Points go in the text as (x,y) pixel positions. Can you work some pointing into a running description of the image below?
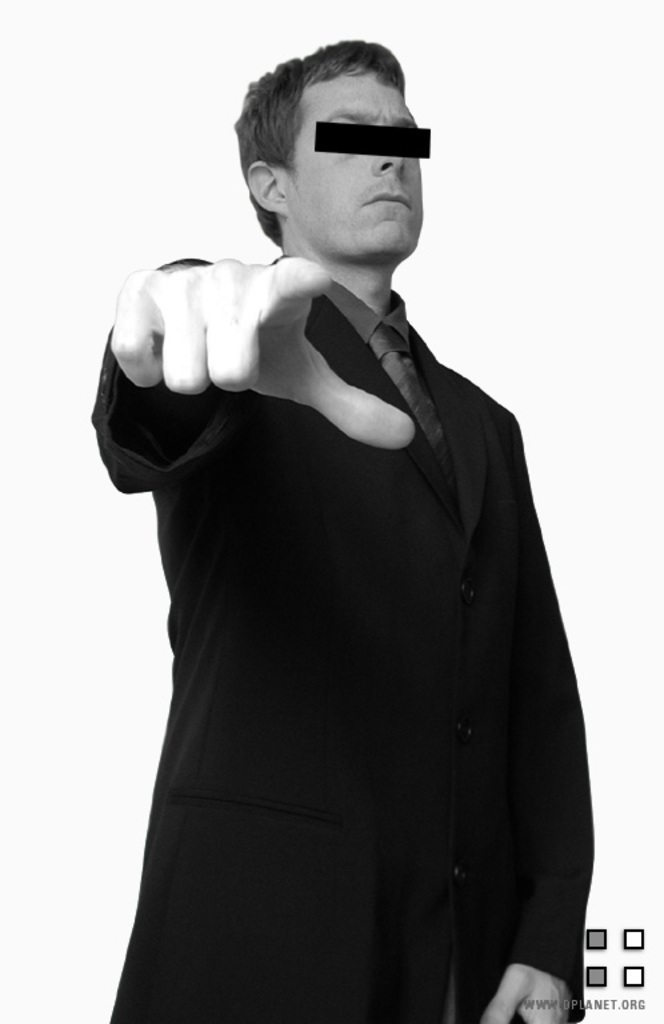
In this image I can see a man (366,429) wearing a black color suit (451,598) and background (153,121) is white and on eyes (376,140) of man (344,118) I can see a black color mark (423,143).
